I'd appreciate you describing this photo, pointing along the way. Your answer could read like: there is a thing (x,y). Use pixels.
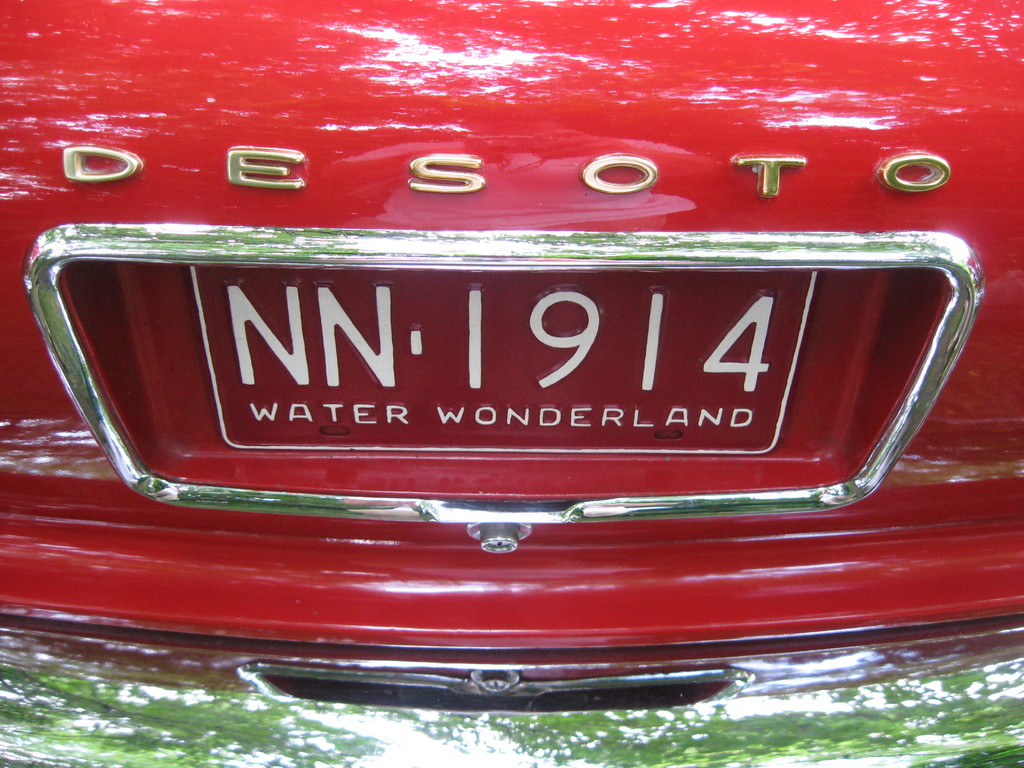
In the image we can see a car number plate (219,328) and there is a logo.
